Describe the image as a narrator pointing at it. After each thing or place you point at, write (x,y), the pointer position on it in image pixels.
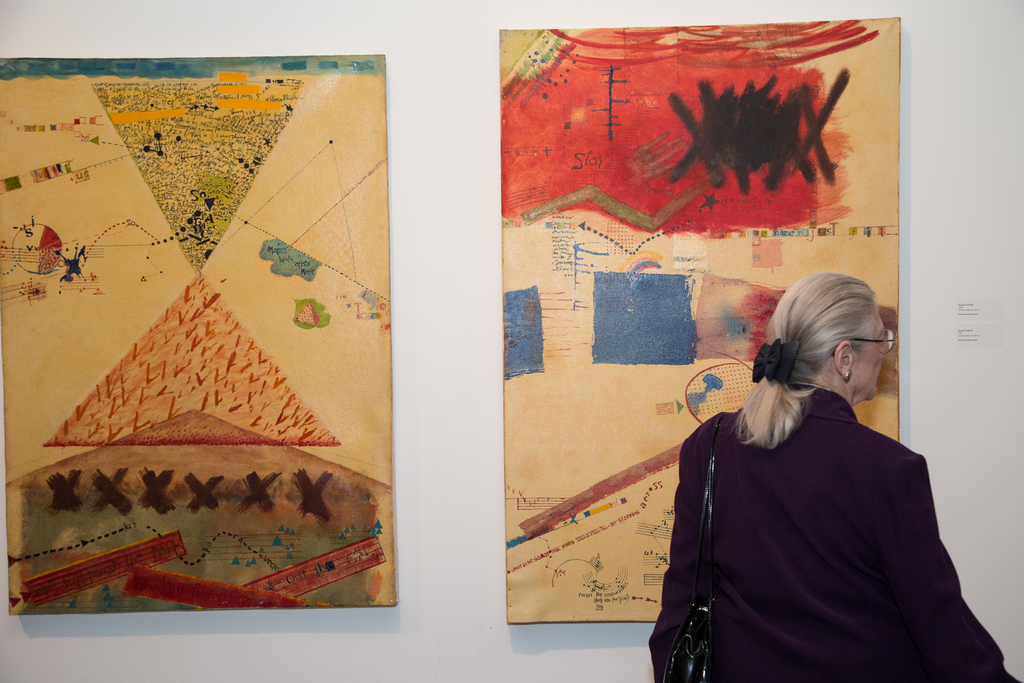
In this image I can see a person (720,541) wearing jacket (775,538) and black colored bag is standing and in the background (578,232). I can see the white colored wall (470,171) and two boards (294,312) which are cream, red, blue and green in color are attached to the wall (455,170).
